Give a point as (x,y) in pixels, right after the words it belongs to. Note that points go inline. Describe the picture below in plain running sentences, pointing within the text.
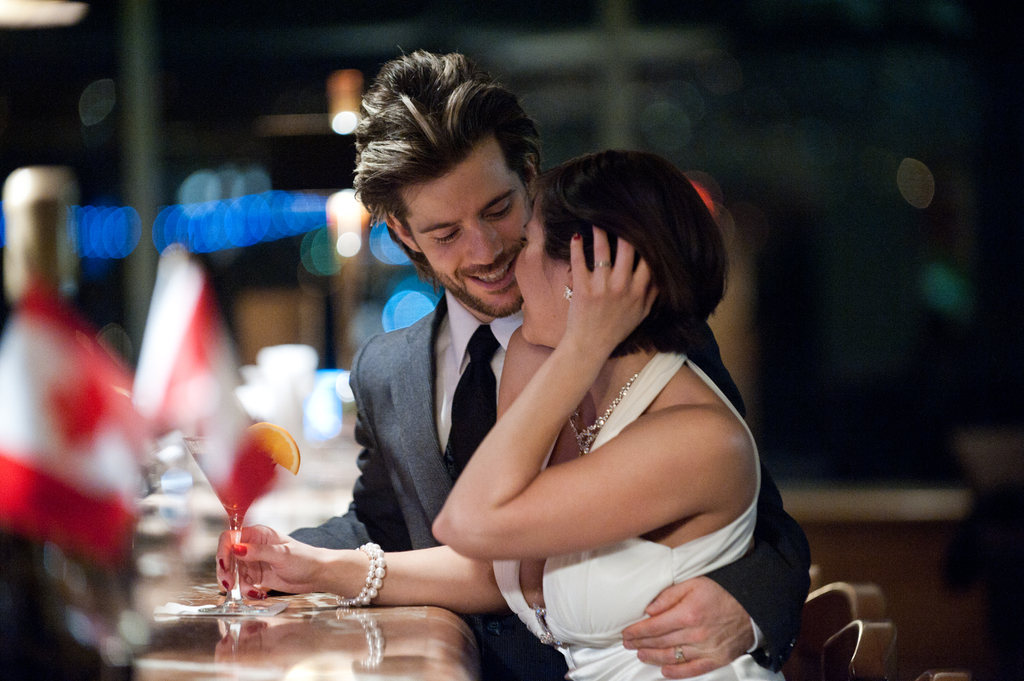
In this image we can see a man (487,369) and a woman (565,566) sitting near the counter (323,613), woman (285,561) is holding a glass (224,486) with juice (244,498) and an orange slice (290,435) on the glass (240,514) and there is a blurry background (798,289).
